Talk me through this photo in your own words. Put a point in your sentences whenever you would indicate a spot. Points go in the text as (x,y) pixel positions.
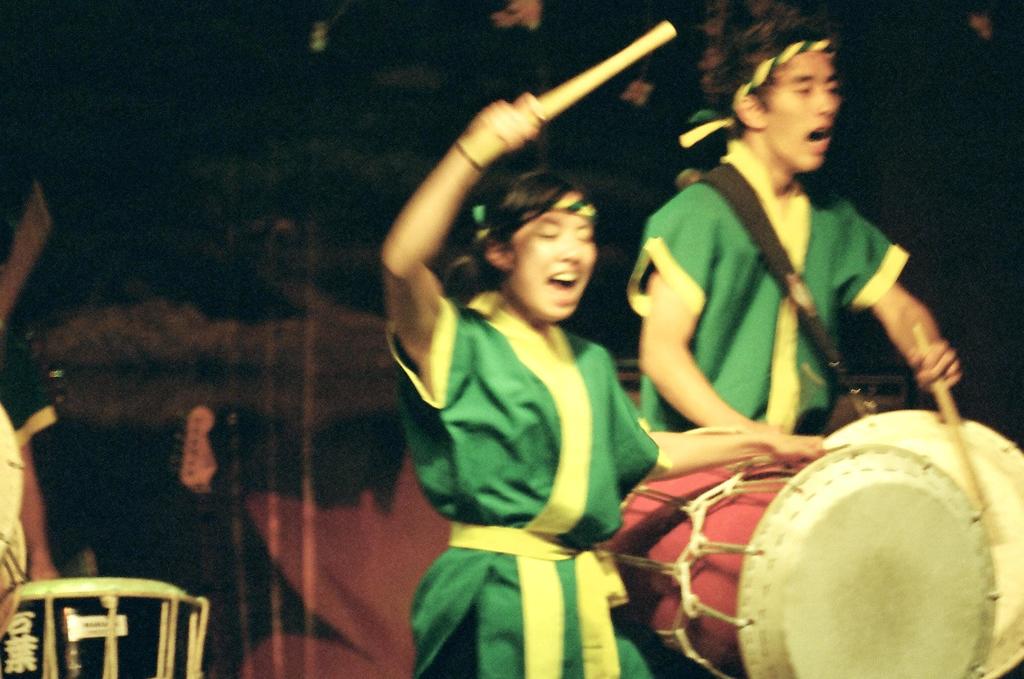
In the image we can see there are people (567,339) standing, they are wearing clothes (578,398) and they are holding a drumstick (584,75) in their hand (537,124). These are the musical instruments (823,546) and a guitar (194,447), and the background (127,275) is dark.
